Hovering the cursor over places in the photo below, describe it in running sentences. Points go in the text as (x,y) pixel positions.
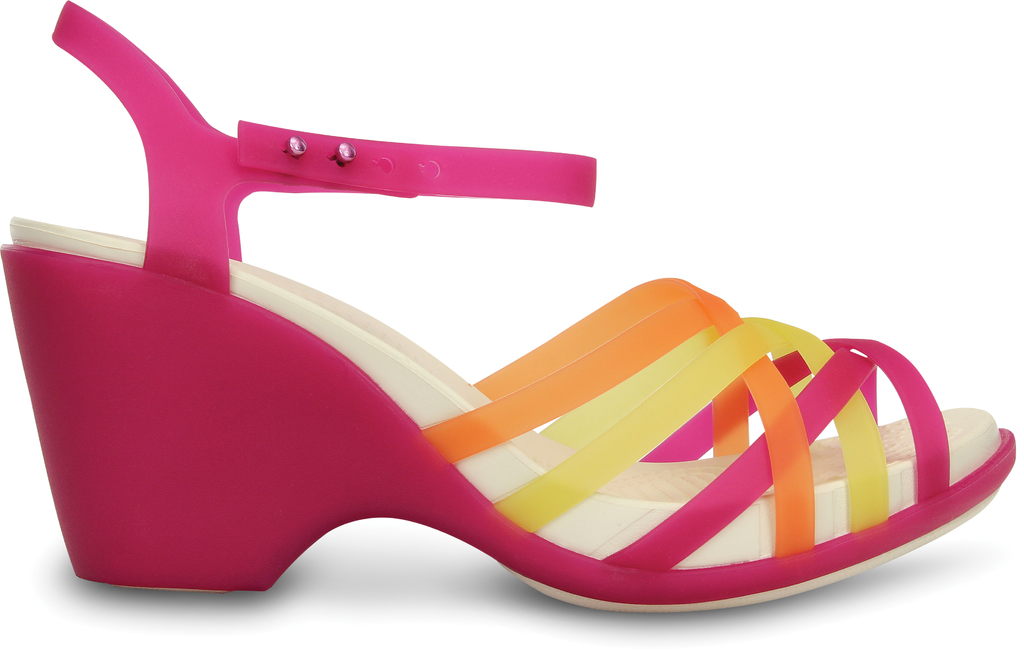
In this image we can see a foot wear (552,448) on a surface (614,635) with white color background (552,47).
